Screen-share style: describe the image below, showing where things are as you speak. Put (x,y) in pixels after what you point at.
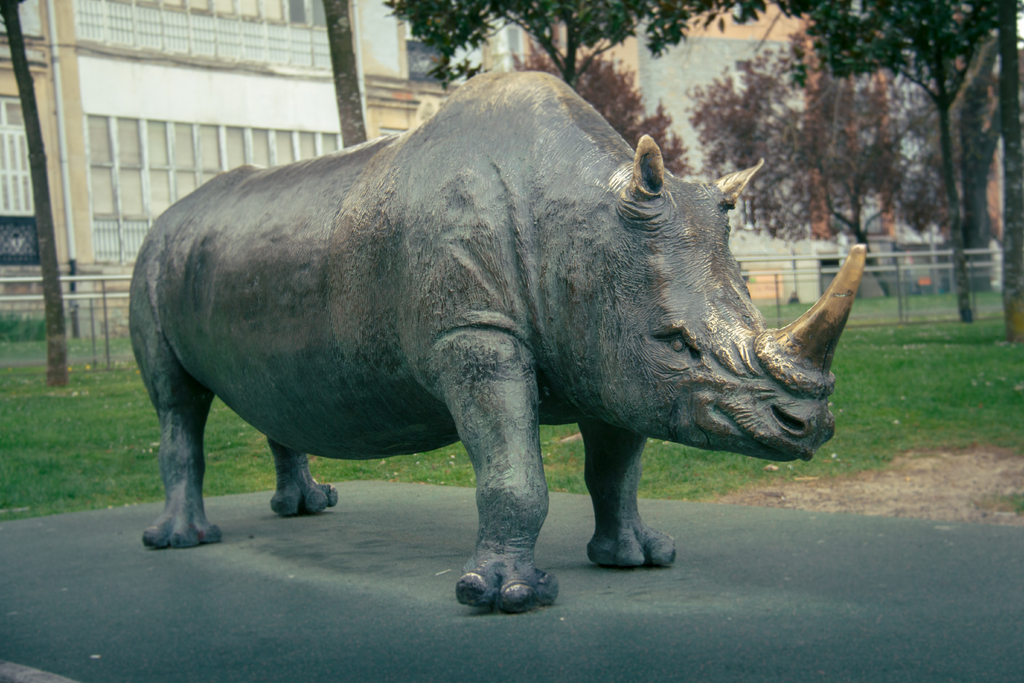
In this image, I can see the statue (274,337) of rhinoceros (560,330). These are the buildings (314,57). I can see the trees (863,110). These are the barricades (902,265). Here is the grass (119,458).
